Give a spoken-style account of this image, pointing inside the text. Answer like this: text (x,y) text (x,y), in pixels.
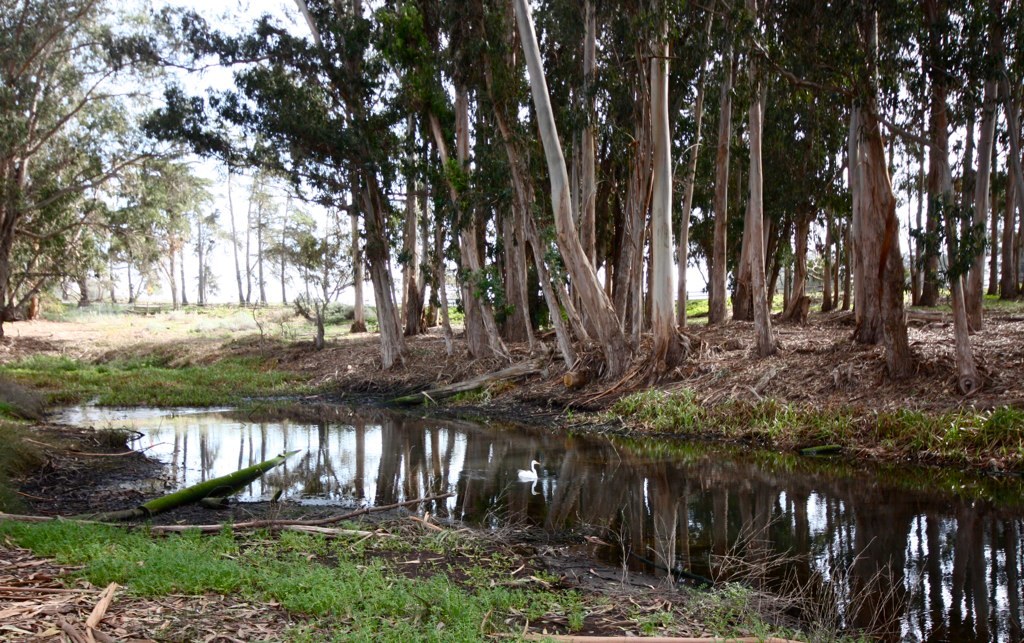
In this picture there are trees (40,15). At the top (245,213) there is sky (185,2). At the bottom (422,603) there is a swan (528,469) and there is a reflection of a swan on the water (544,500) and there is grass (391,599).
